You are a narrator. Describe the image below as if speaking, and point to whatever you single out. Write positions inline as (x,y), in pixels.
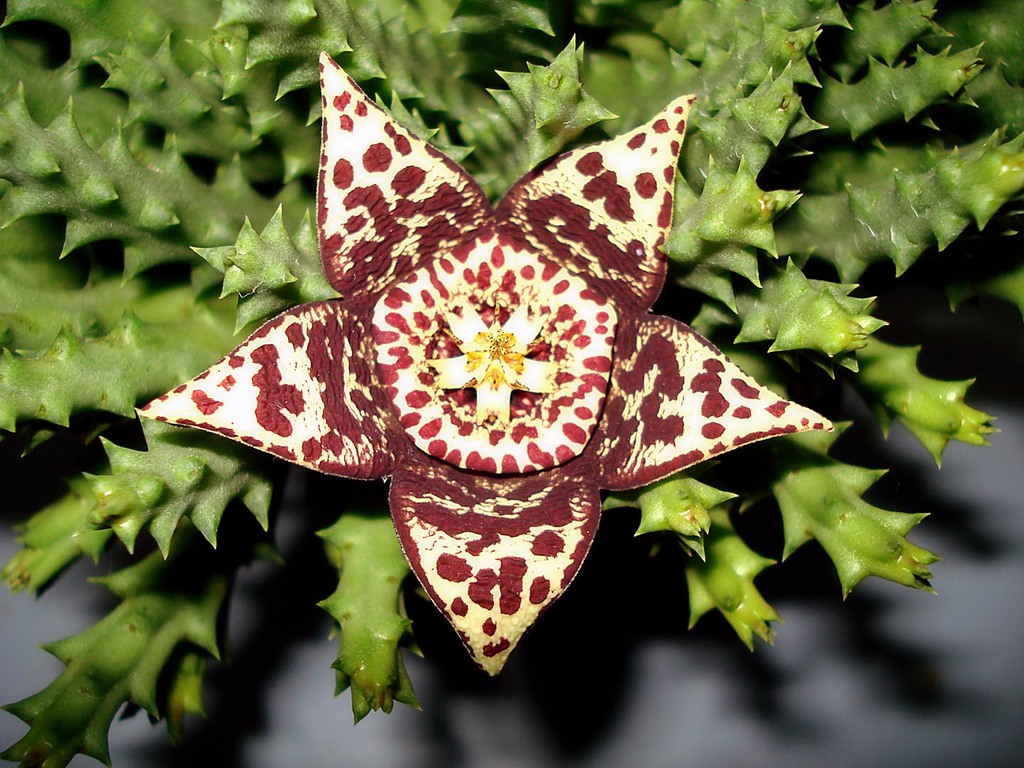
In this image I can see the flower (363,339) in white, brown and yellow color, background (96,131) I can see few plants (761,32) in green color.
